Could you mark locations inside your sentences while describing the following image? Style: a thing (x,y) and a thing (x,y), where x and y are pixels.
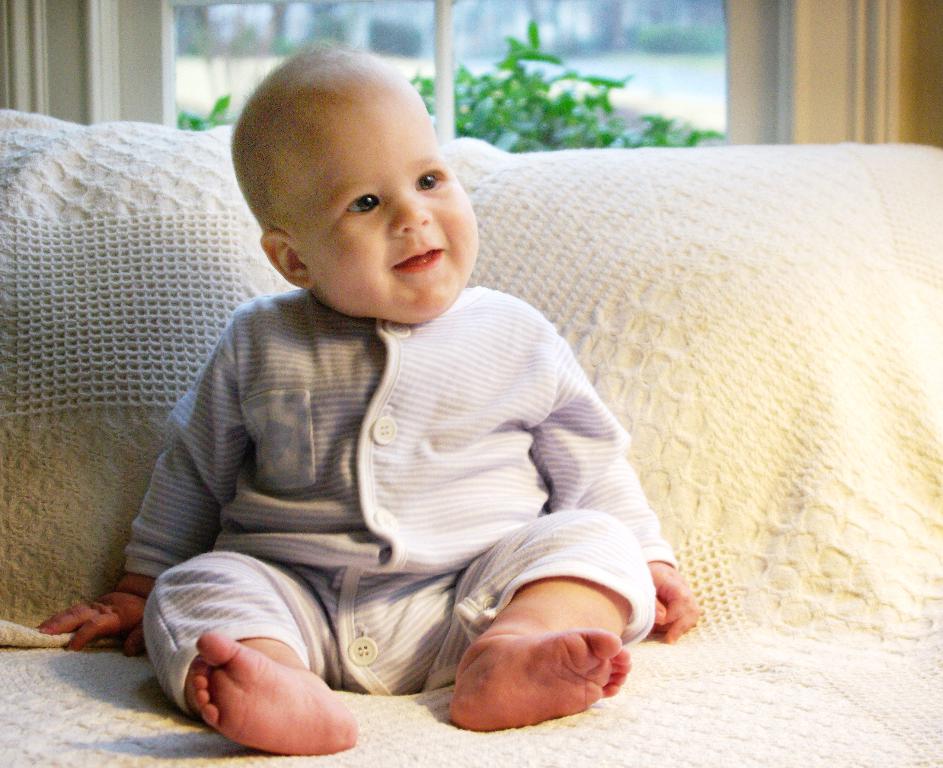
In this picture, we see a baby (338,471) in the white shirt (345,490) is sitting on the sofa (12,415) and he is smiling. Behind that, there is a window (506,99) from which we can see trees (546,121). This picture is clicked inside the room (153,72).
